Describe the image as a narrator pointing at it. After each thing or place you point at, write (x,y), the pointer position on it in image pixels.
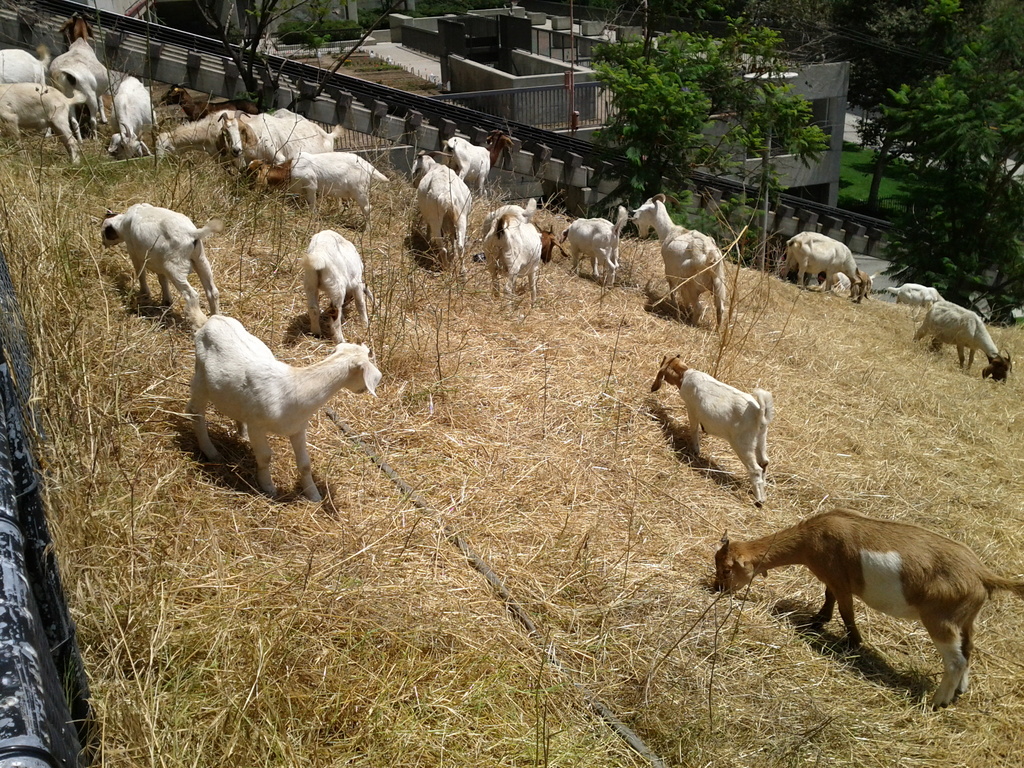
In this image I can see few animals (228,365) which are white, brown and black in color are standing on the ground (416,314) and I can see few of them are grazing grass (537,564). In the background (804,135) I can see few buildings (442,58), few trees (765,51), the road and some grass (857,157).
